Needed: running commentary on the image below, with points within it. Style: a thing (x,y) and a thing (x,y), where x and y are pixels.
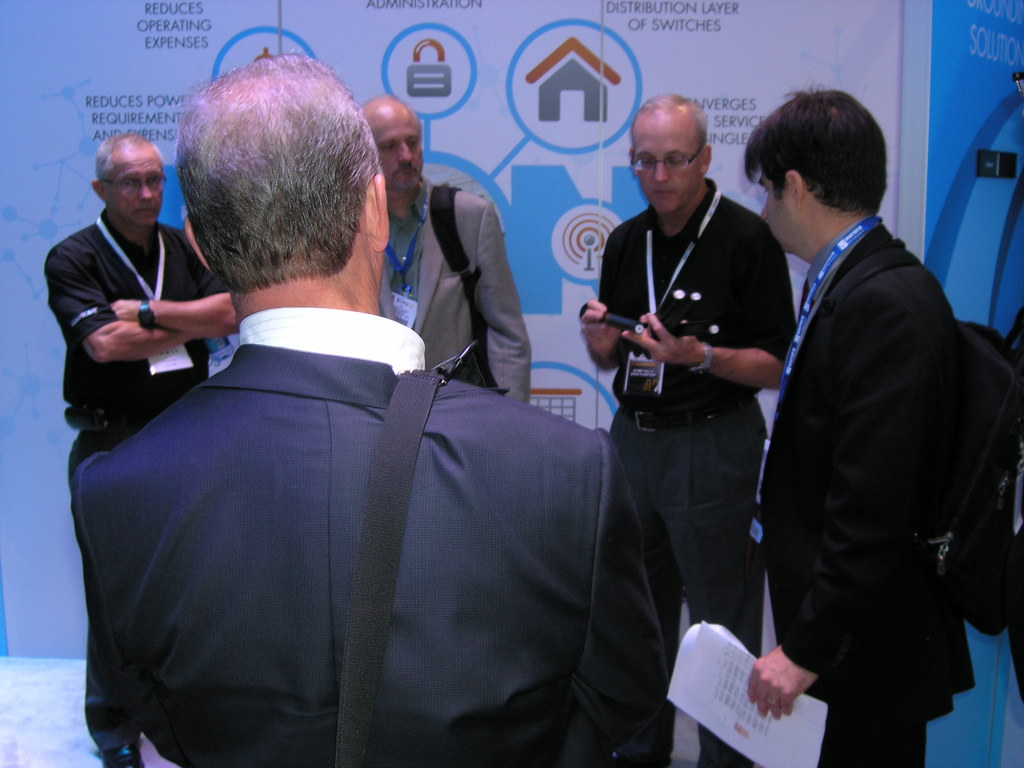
In this picture there are group of people (494,326) standing. On the right side of the image (740,293) there is a person (741,266) with black t-shirt (747,263) is standing and holding the object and there is a person (864,490) with black suit (900,494) is standing and holding the paper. At the back (622,105) there is a hoarding (593,105) and there is a text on the hoarding (450,32).
